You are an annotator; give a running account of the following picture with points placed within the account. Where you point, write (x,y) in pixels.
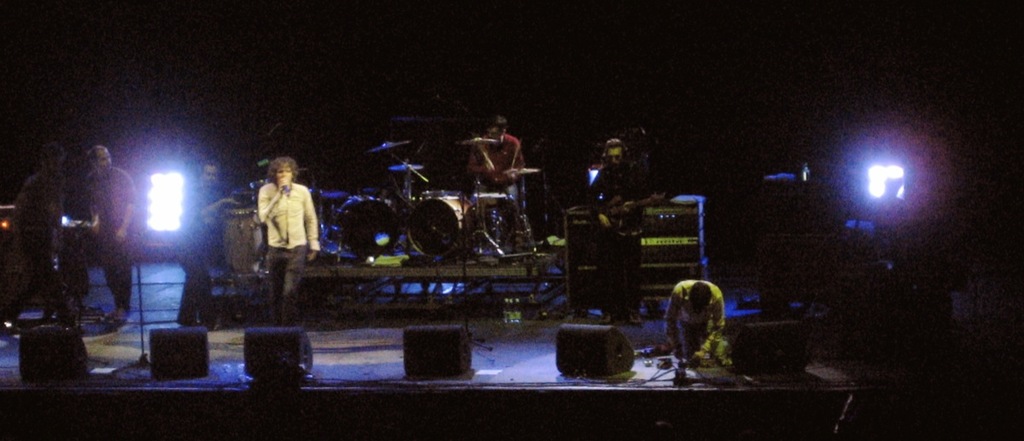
There is a stage (375,357) in this picture on which a music band (291,213) is there. Four of them (630,238) were playing music. Everyone is having a different musical instrument (460,238) in front of them. One guy (283,223) singing with mic (285,183) in her hand (278,195). In the background (164,194) there are some lights (151,202) here.
